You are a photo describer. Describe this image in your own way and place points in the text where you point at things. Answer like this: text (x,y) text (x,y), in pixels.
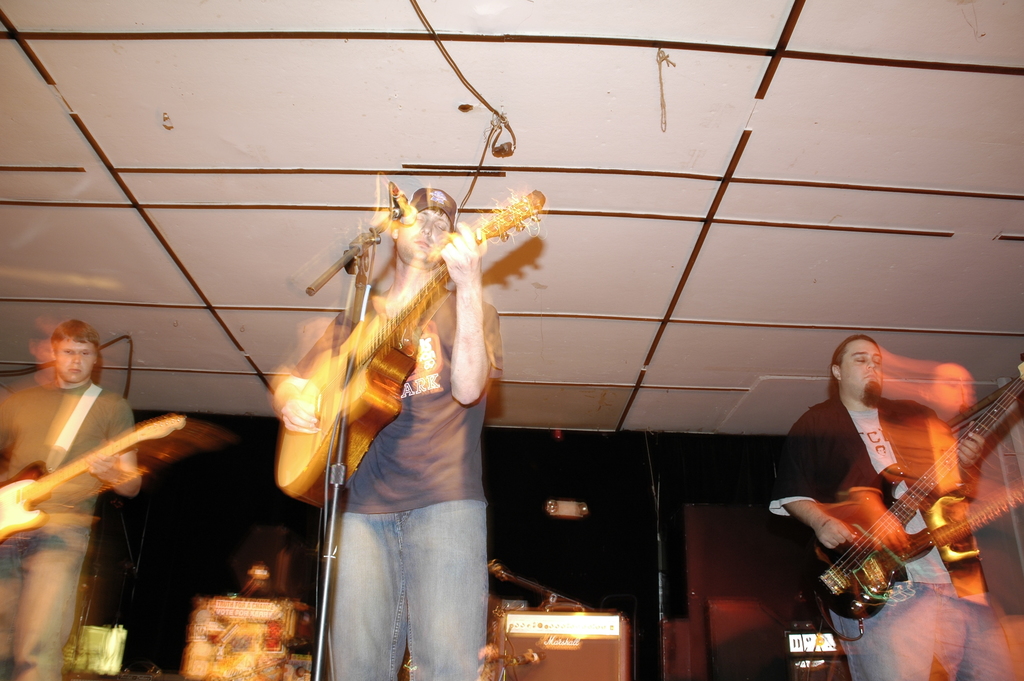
In this picture we can see three person (862,511) playing guitar (79,465) and middle person (472,431) is singing on mic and the background (762,645) we can see boxes (220,614), wall (644,557) and this picture is blur.
